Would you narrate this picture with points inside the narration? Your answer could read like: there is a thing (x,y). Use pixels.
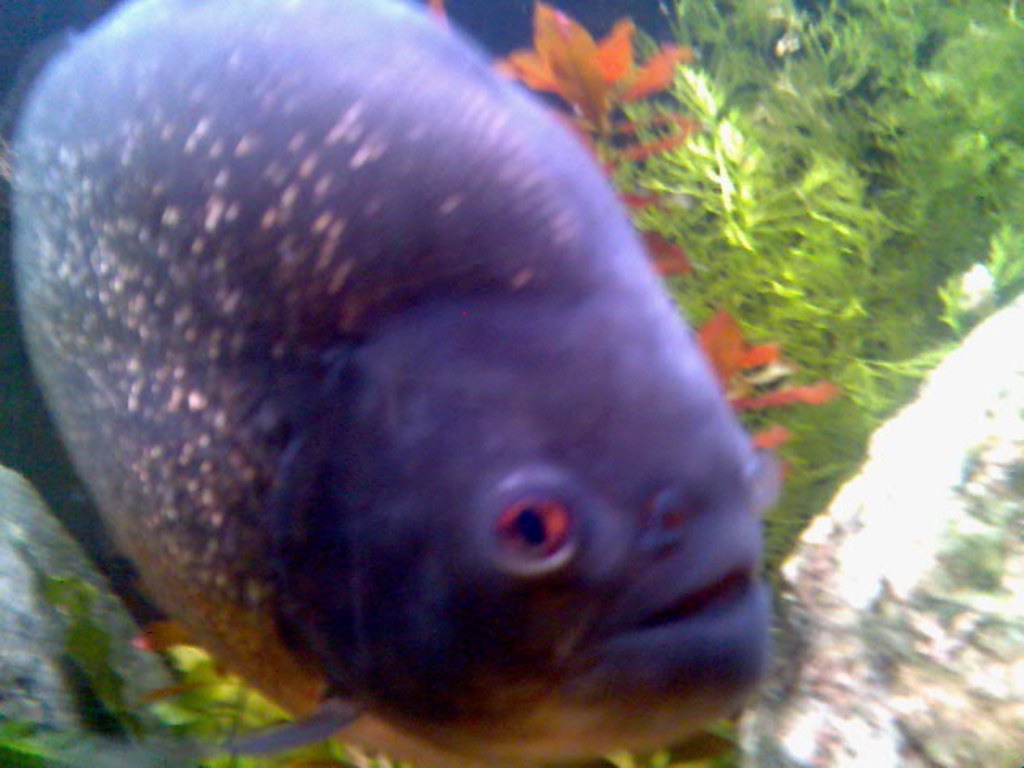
In the picture I can see a fish (501,382), plants (727,209) and rocks (931,502) in the water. The fish (284,360) is purple in color.
